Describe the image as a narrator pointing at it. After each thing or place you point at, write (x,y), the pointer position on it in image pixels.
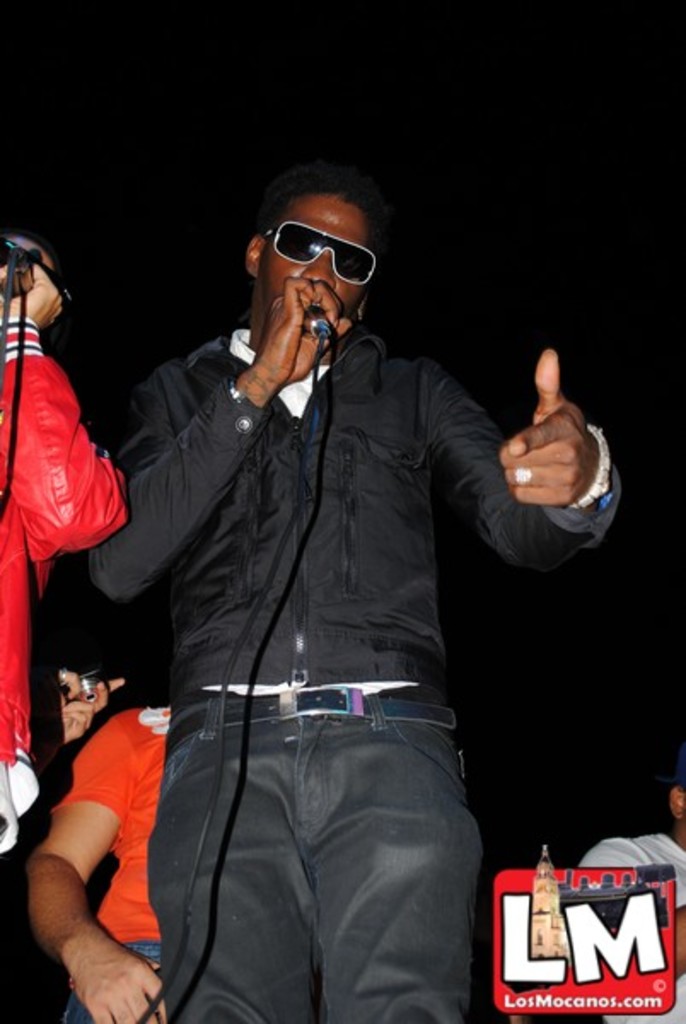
This is the picture of a person (431,386) wearing black shirt (394,388) and holding a microphone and standing. There are few persons (110,1006) in the background (628,1018) among them one is holding camera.
